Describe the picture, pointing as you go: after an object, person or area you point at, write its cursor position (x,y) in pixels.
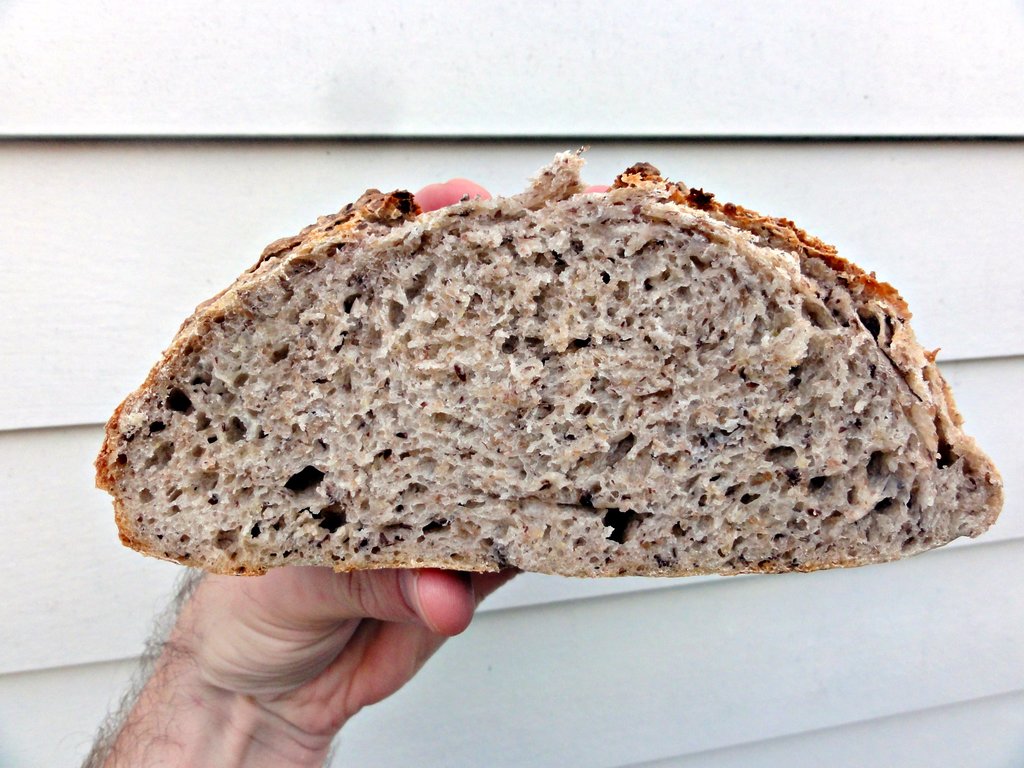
In this image I can see a hand (280,595) of a person (475,595) in the front (306,741) and I can see this person (183,646) is holding a piece of bread (473,445).
